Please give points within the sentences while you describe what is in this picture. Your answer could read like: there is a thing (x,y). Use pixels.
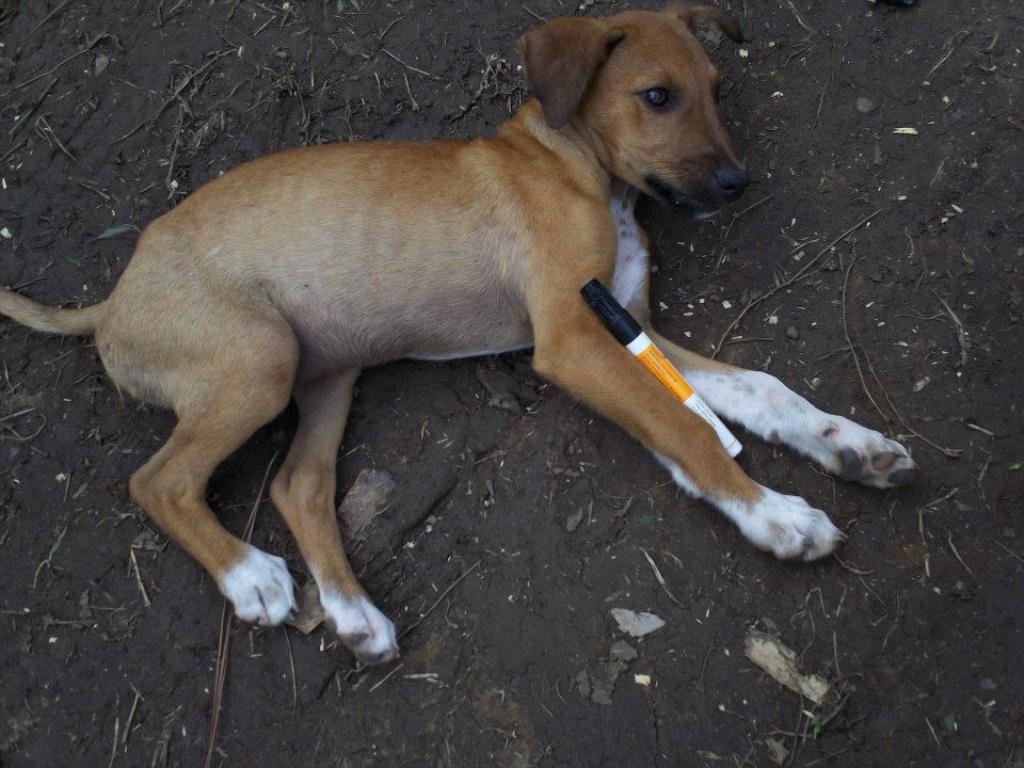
In this picture we can see a dog (454,284) is laying, we can see a marker (646,356) in the middle (636,346), at the bottom (534,718) there is soil (523,632).
